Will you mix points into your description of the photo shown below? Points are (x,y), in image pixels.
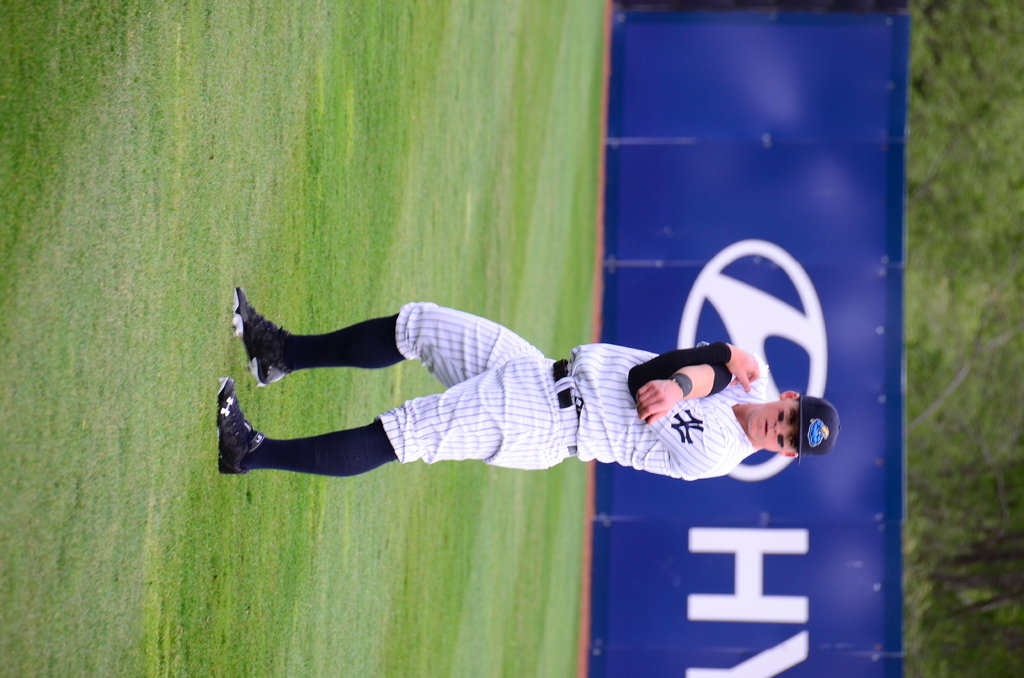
In this picture, we see a man (367,469) in the white T-shirt (634,410) is standing. He is wearing a black cap (802,435). On the left side (155,214), we see the grass (517,138). Behind him, we see a board (746,629) in blue color with some text (744,589) written on it. On the right side (926,84), we see the trees (933,353).
